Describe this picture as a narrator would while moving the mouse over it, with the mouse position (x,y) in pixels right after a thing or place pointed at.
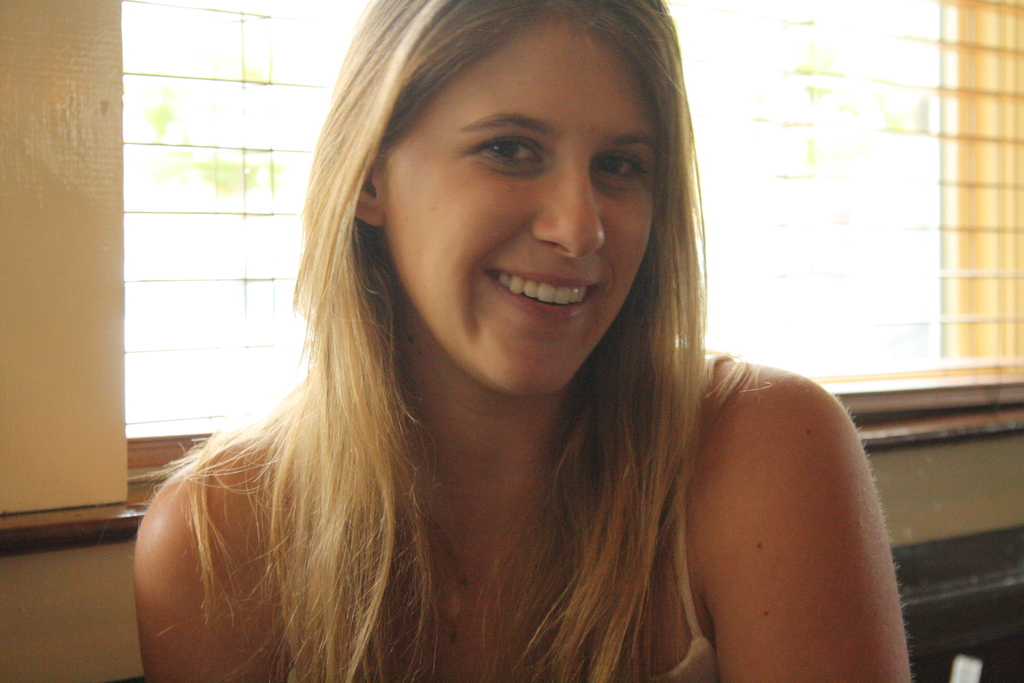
In this picture I can observe a woman (448,389) in the middle of the picture (468,355). She is smiling. In the background (274,246) I can observe a window (226,230).
